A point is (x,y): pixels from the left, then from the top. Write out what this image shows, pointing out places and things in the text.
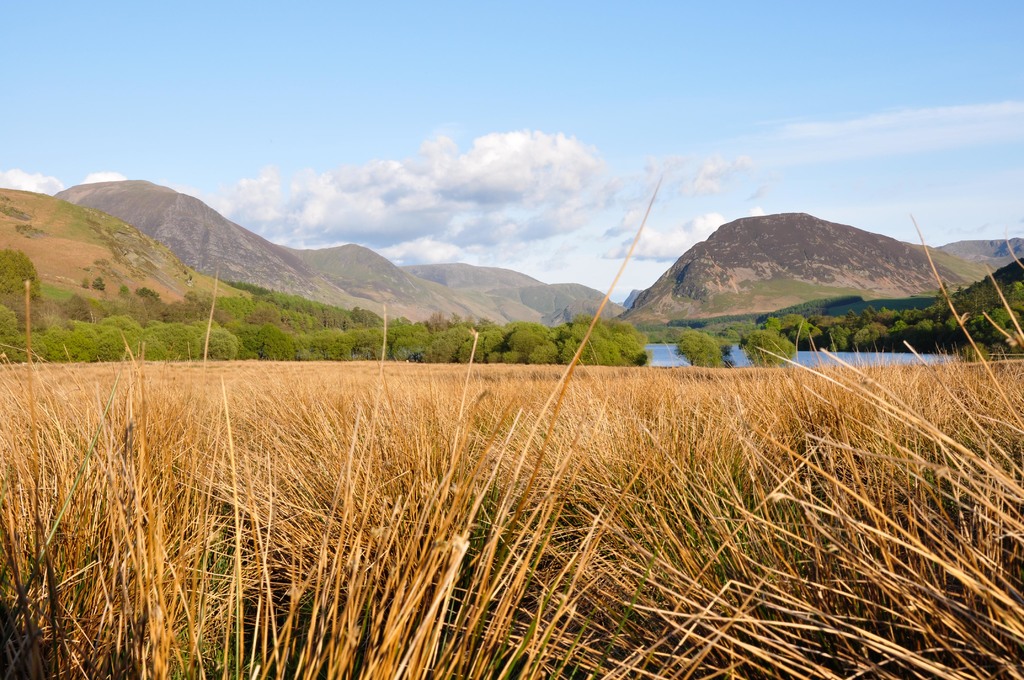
In this image we can see the dry grass (698,502), trees (999,345), water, hills (637,315) and the sky (403,177) with clouds (869,142) in the background (357,214).
